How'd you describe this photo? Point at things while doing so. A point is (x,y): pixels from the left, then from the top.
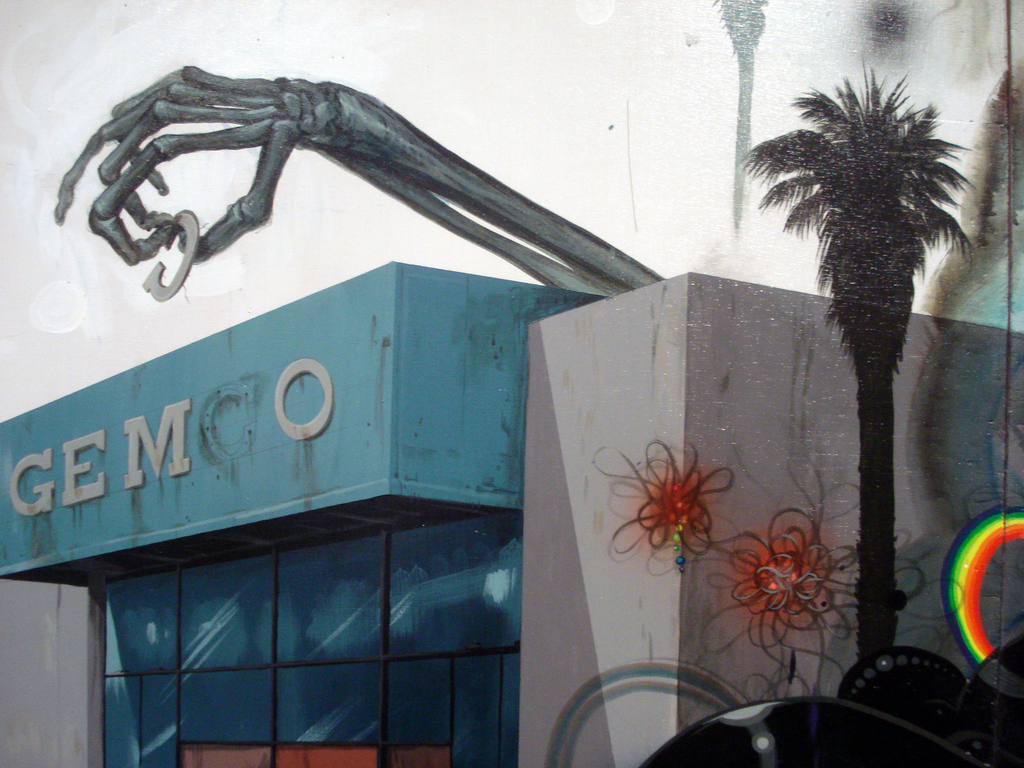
In this picture I can see a drawing (346,304), where there is a building (315,341), there is a skeleton (308,144) of a hand (170,217) holding an alphabet (153,277), there is a tree (885,389), rainbow (970,651), there are scribblings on the wall (668,682) and there are some other objects (896,689).
